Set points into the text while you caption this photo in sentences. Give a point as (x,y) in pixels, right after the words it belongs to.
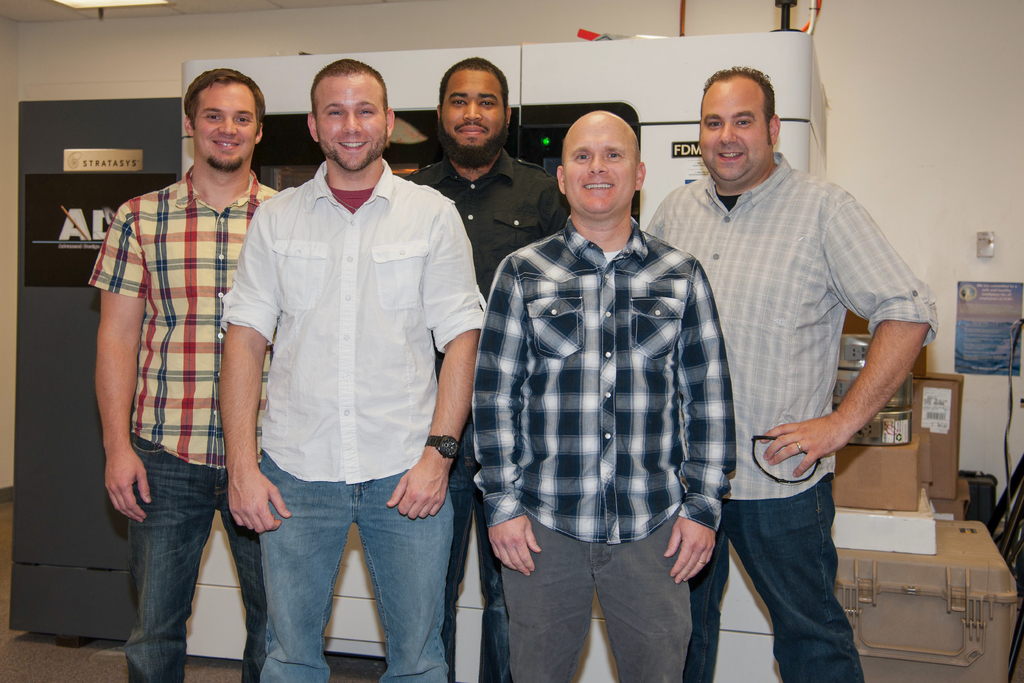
In this image I can see five men (453,313) are standing. I can see smile on their faces (603,154) and I can see all of them are wearing shirt (436,335) and jeans (416,568). In the background (838,488) I can see few other things (65,291) and I can also see something is written at few places.
